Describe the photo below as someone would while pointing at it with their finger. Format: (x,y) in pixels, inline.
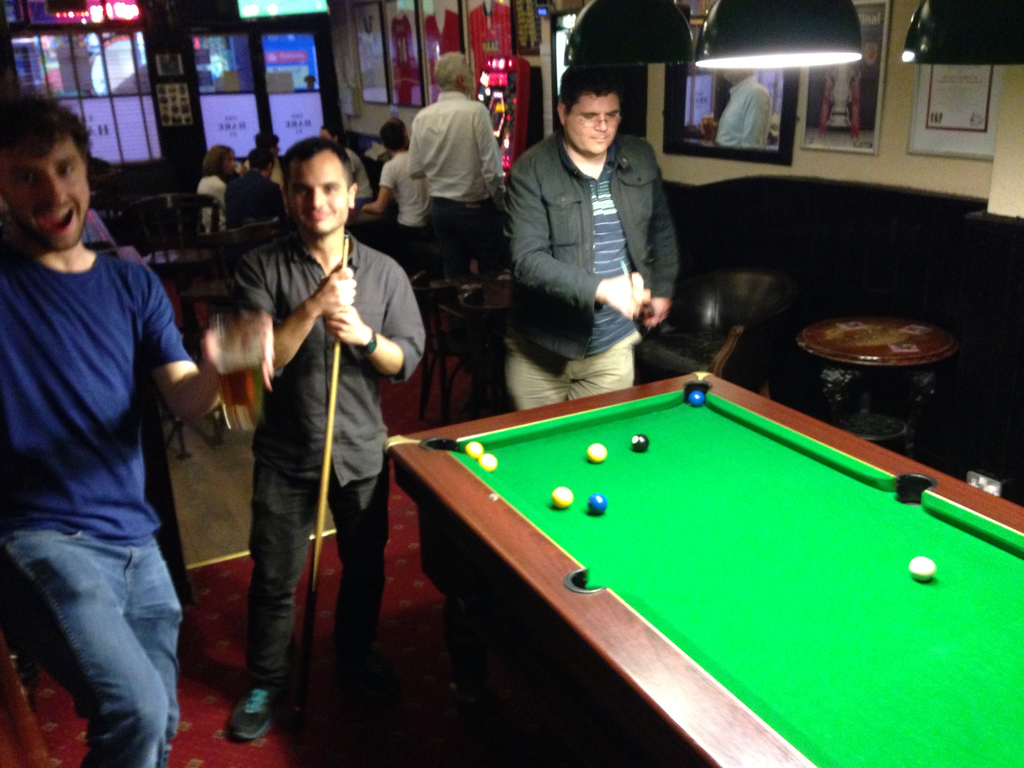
In the image there are three people (42,453) standing in front of a table (855,561), on table (865,557) we can see few balls (930,564). On right side (819,365) there is a table (870,340), couch (707,323) and group of people (410,202) sitting on chair (436,353) in background (199,102) there is a door (243,94) which is closed and few photo frames (458,43).
